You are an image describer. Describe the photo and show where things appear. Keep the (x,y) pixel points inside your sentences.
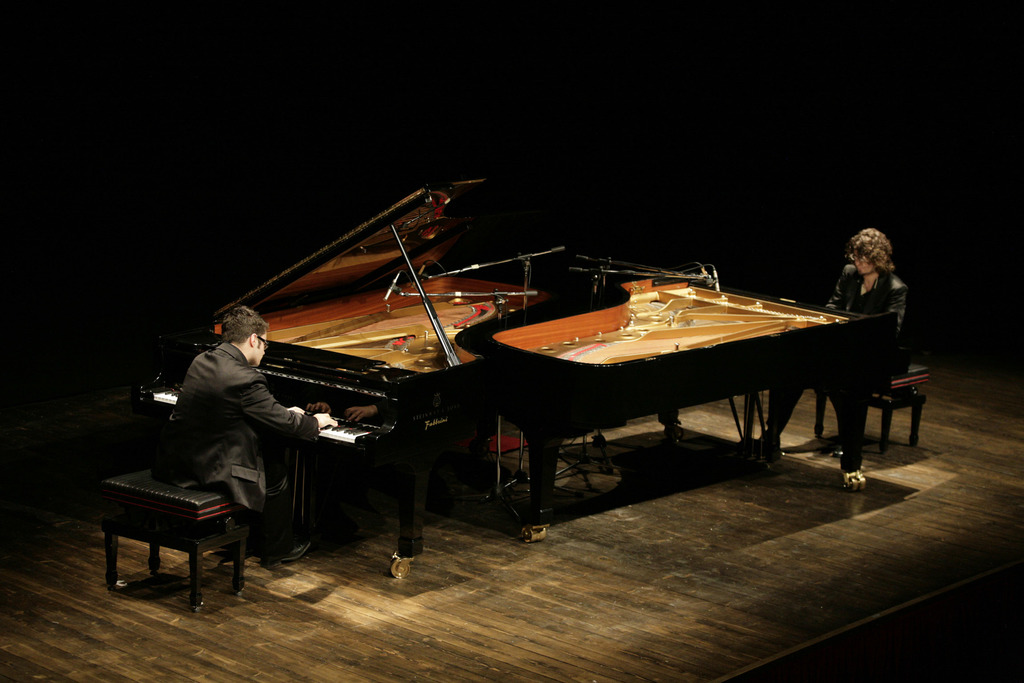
In this image I can see two persons (884,269) are sitting and playing the forte-pianos (302,462). It seems to be a stage (452,633). The background (268,136) is dark.
